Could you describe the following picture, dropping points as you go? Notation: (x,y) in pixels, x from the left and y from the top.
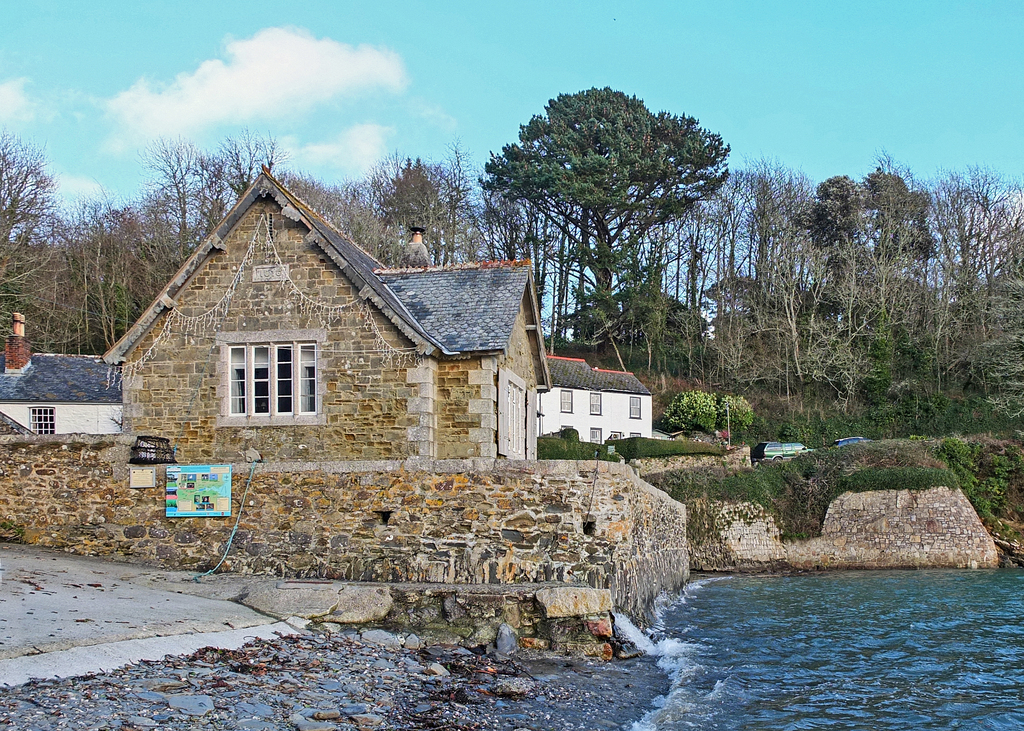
In this image we can see a few houses (326,352), two vehicles (774,449), some water (894,633) near the wall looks like a sea (878,667), some rocks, one board (215,486) with images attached to the wall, four objects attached to the wall (232,486), one object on the ground (623,697), few plants (689,407) with flowers (700,396), one wire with threads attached to the house wall (251,251), some trees (823,232), bushes (711,405), plants (731,483) and grass (696,483) on the ground (696,483). At the top (514,123) there is the sky (93,73) with clouds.
